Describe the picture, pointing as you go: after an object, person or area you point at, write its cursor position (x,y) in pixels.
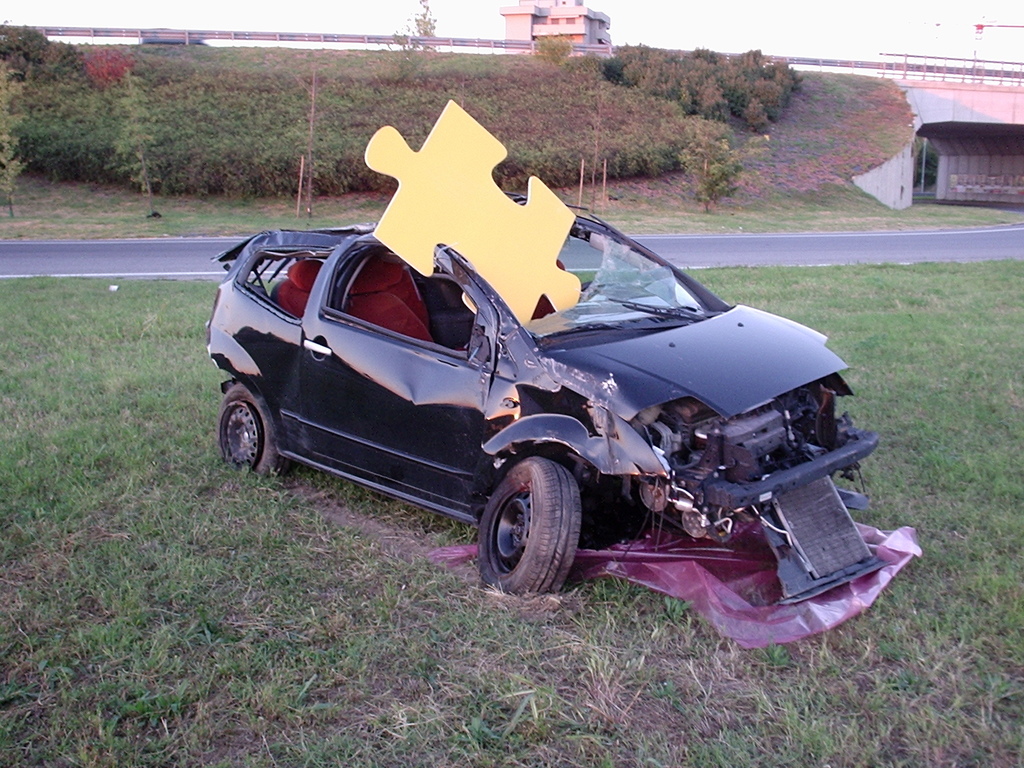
In this image we can see a black color damage car (539,412) is kept on the surface (217,459) of grassy land (433,664). Behind road (129,252) and plants (547,111) are there. Background of the image (588,33) one building (542,24) is present.
